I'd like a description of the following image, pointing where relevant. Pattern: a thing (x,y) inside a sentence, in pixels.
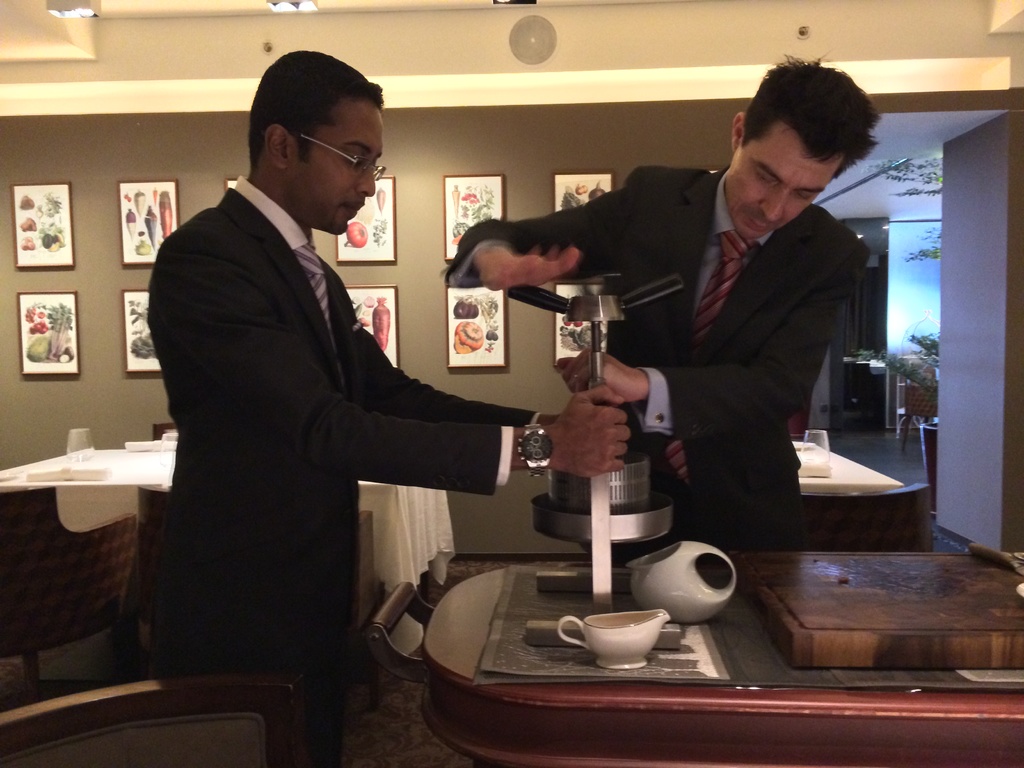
This image consists of two men (492,490) wearing black suit (634,196) and shirt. They are holding a machine (574,536). At the bottom (401,745), there is a floor (398,705). In the background (515,60), there is a wall (59,162) to which many frames (555,181) are fixed.
